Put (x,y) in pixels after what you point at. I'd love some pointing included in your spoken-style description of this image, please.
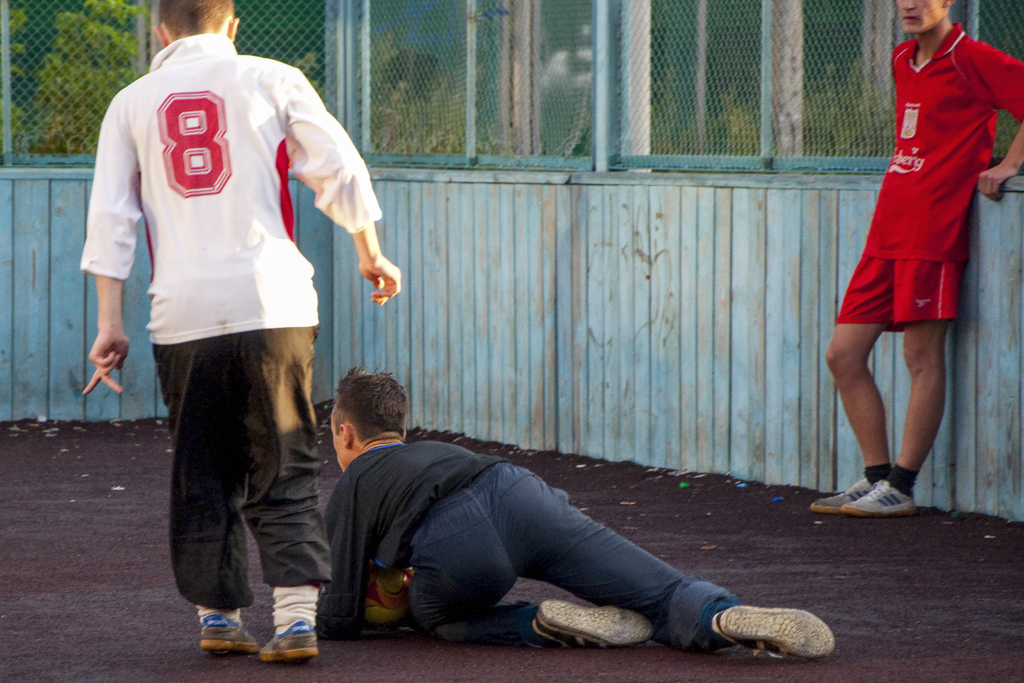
In this image I see 3 boys (332,605) in which this boy (940,359) is wearing red jersey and this boy (356,157) is wearing white and black dress (230,354) and this boy (373,506) is wearing black and blue dress (471,553) and I see a ball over here and I see the ground (36,666) and I see the fencing (332,352) and I can also see the trees (106,37).
